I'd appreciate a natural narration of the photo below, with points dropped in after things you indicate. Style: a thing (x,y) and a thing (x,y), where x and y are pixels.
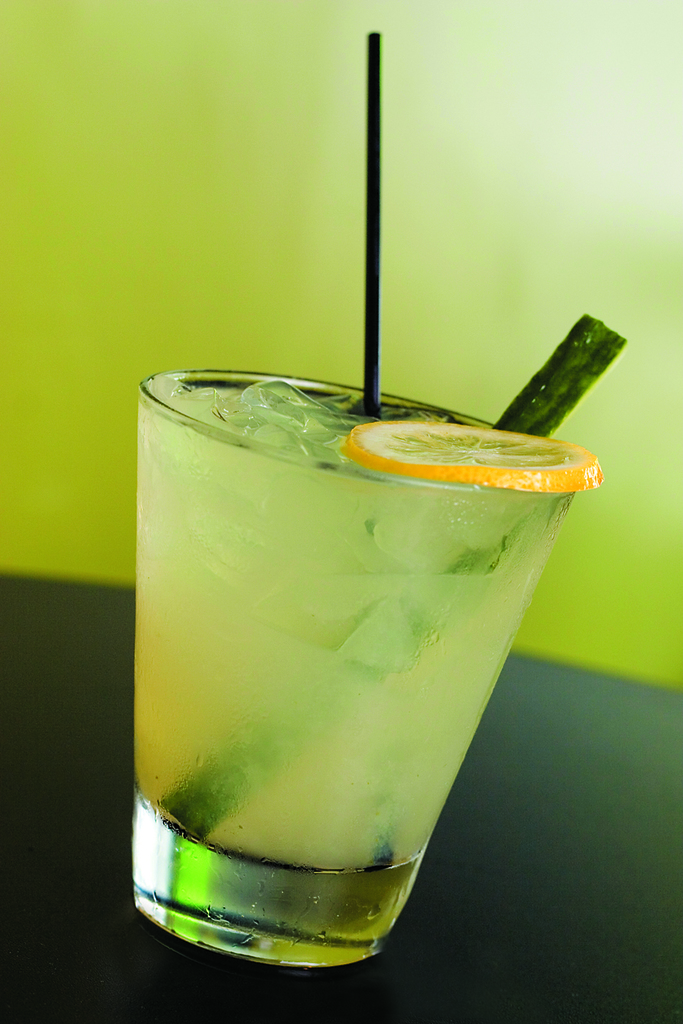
In this picture we can see a liquid (534,503), few ice cubes (320,456) and a straw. We can see a green color background (631,566).
